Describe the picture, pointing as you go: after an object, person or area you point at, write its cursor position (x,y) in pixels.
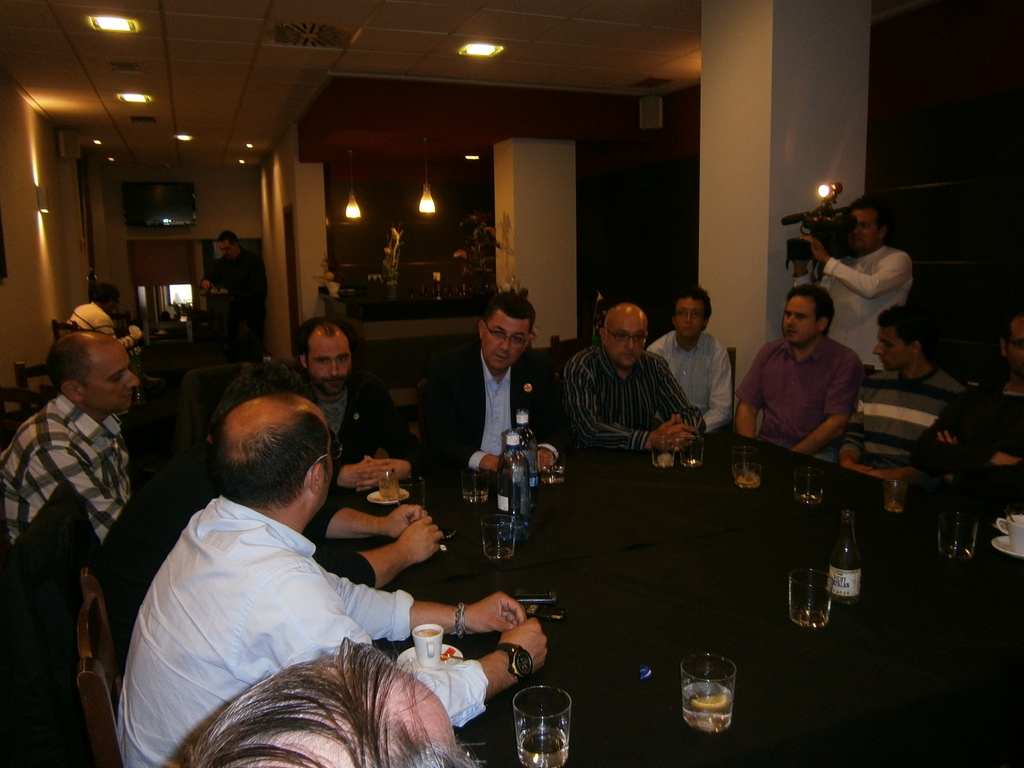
In this picture there are group of people (169,570) those who are sitting around the table (835,480) on the chairs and there are lamps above the area of the image and there is a television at the left side of the image (190,225) and there is a person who is standing at the right side of the image (787,239) he is taking the video and there are bottles of juice (518,409) and glasses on the table (429,481).
